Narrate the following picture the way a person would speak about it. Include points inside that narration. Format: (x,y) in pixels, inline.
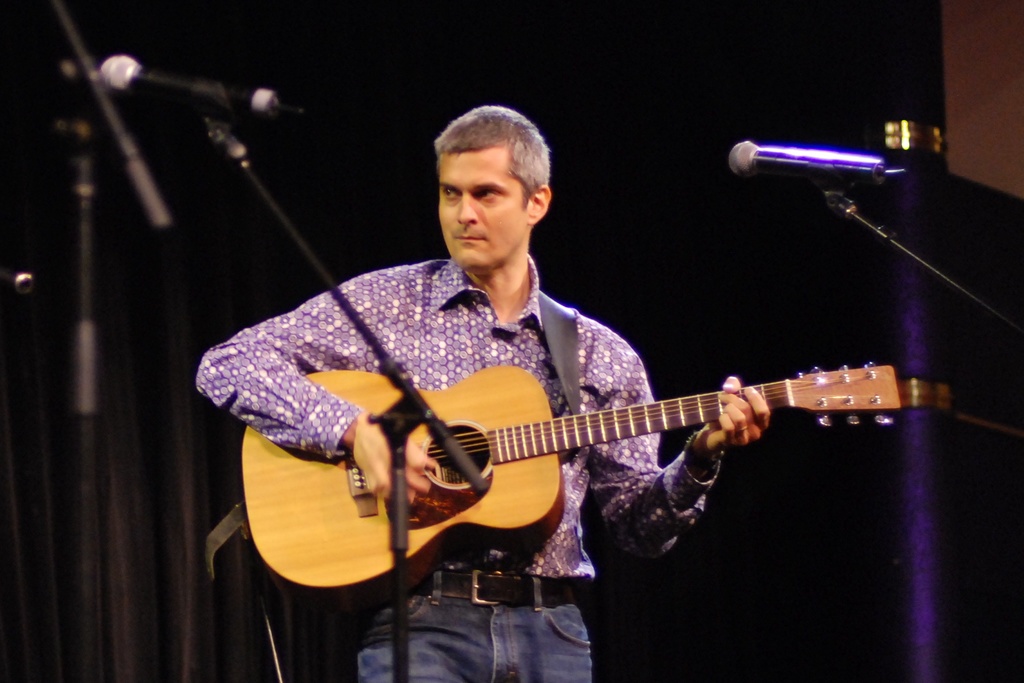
There is a man (436,304) who is playing guitar (640,416) and these are the mikes (809,156).
